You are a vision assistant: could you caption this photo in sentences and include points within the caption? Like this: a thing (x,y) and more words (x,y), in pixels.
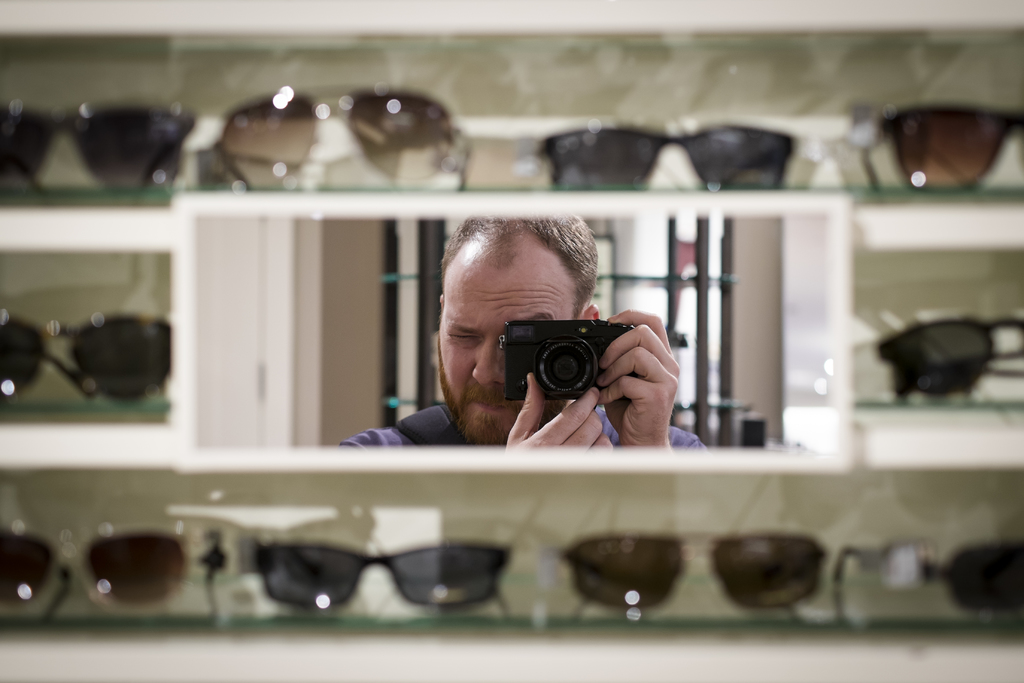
This is the picture of a man (480,372) holding a camera (537,365) standing behind the shelf (400,510) of a goggles (442,554).
